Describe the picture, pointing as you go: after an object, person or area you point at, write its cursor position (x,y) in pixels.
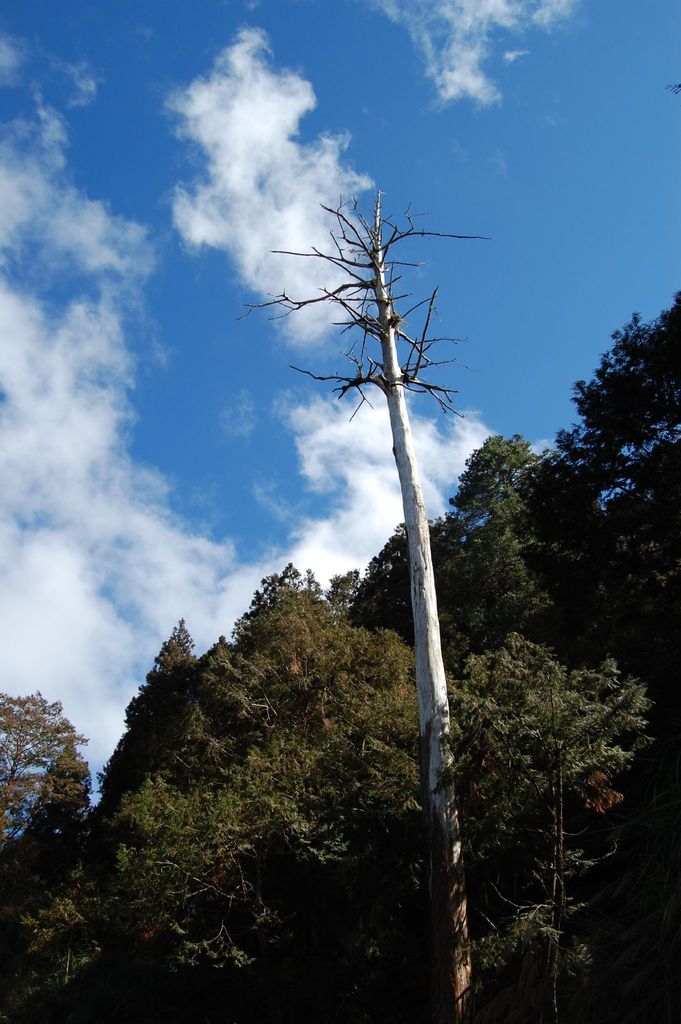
In this picture there are few trees (419,756) and the sky (283,348) is a bit cloudy.
